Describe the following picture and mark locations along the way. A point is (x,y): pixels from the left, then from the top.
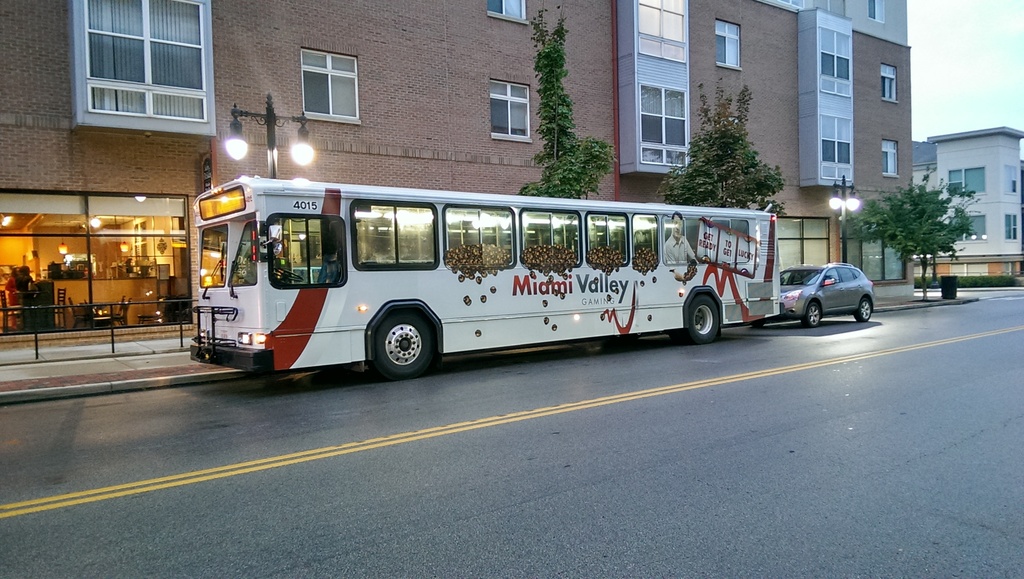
This image is taken outdoors. At the bottom of the image (440,465) there is a road (621,439). In the middle of the image (523,255) a bus (613,281) and a car (844,285) are parked on the road (771,344). In the background (518,172) there are a few buildings (254,158) with walls (638,76), windows (175,66), window blinds (182,80) and doors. There are a few trees (559,125) and street lights (843,234). At the top of the image (922,108) there is a sky (958,68) with clouds (937,75).
